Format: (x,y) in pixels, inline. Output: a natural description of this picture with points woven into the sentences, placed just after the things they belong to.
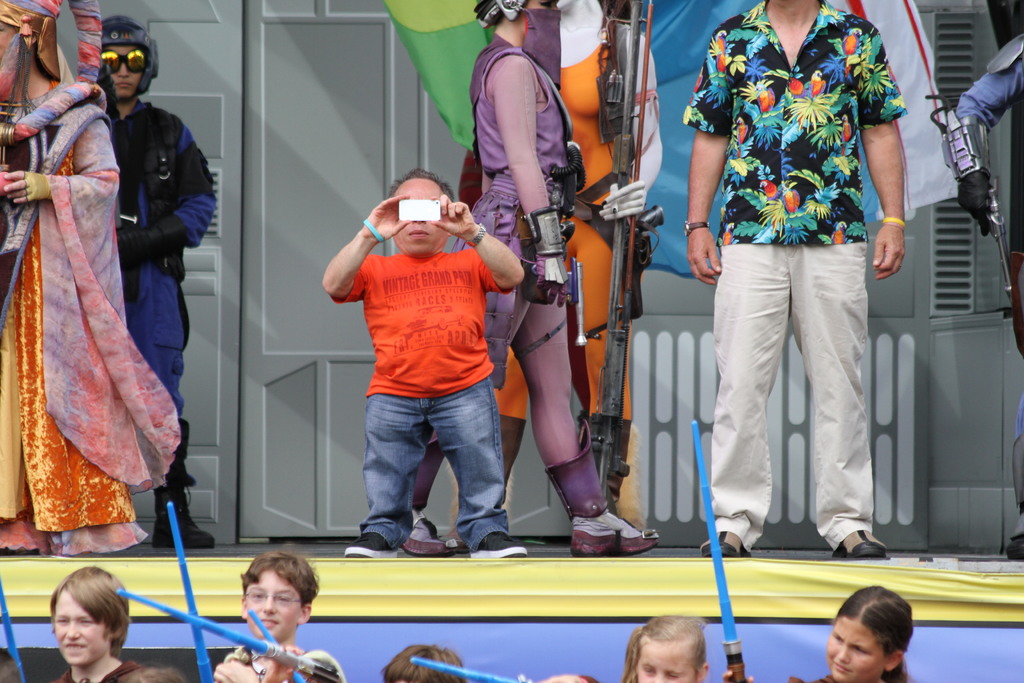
In this image I can see few children (290,620) are holding blue colored objects (222,632) in their hands (231,665). I can see few persons (136,391) wearing costumes (60,310) are standing and a person (466,373) wearing orange and blue colored dress (433,381) is standing and holding a cell phone (434,210) in his hand (455,211). I can see the grey colored surface (320,108) in the background (336,107).
